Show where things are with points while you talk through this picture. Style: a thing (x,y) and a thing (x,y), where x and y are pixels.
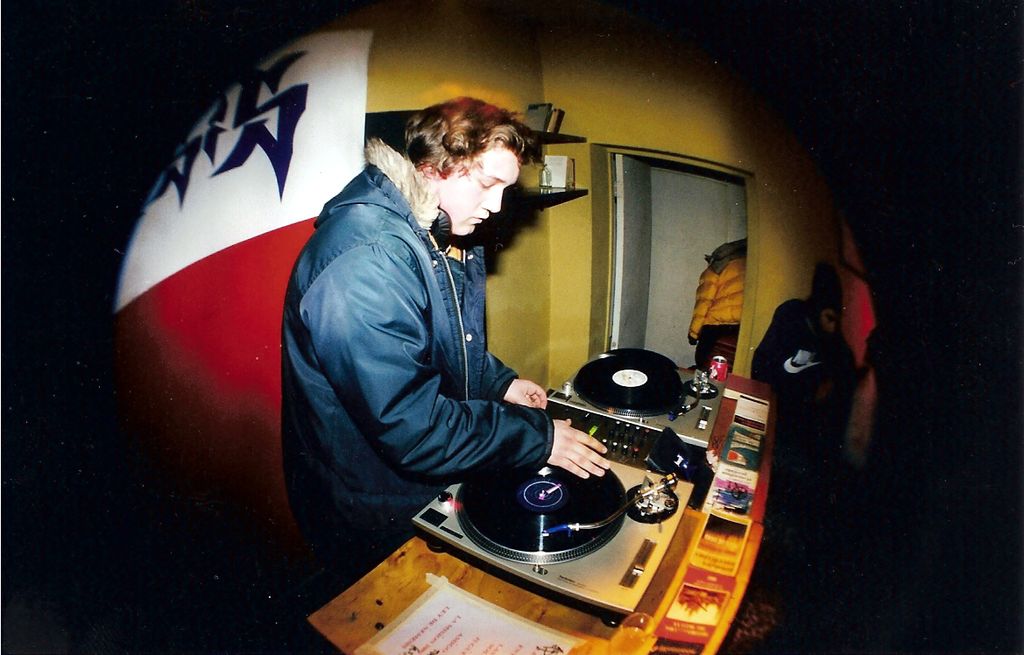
In this picture, we see a man (467,201) in the blue jacket (438,306) is standing. In front of him, we see a table (665,572) on which the DJ instruments (613,462) and the books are placed. I think he is playing the disc jockey. Behind him, we see a banner (233,333) in white and red color. Beside that, we see the shelves (575,189) in which books (547,117) are placed. In the background (627,191), we see a door (637,245) and a man (730,253) in yellow jacket (720,296) is standing. Beside that, we see a man (771,356) is standing. On either side of the picture, it is black in color.
